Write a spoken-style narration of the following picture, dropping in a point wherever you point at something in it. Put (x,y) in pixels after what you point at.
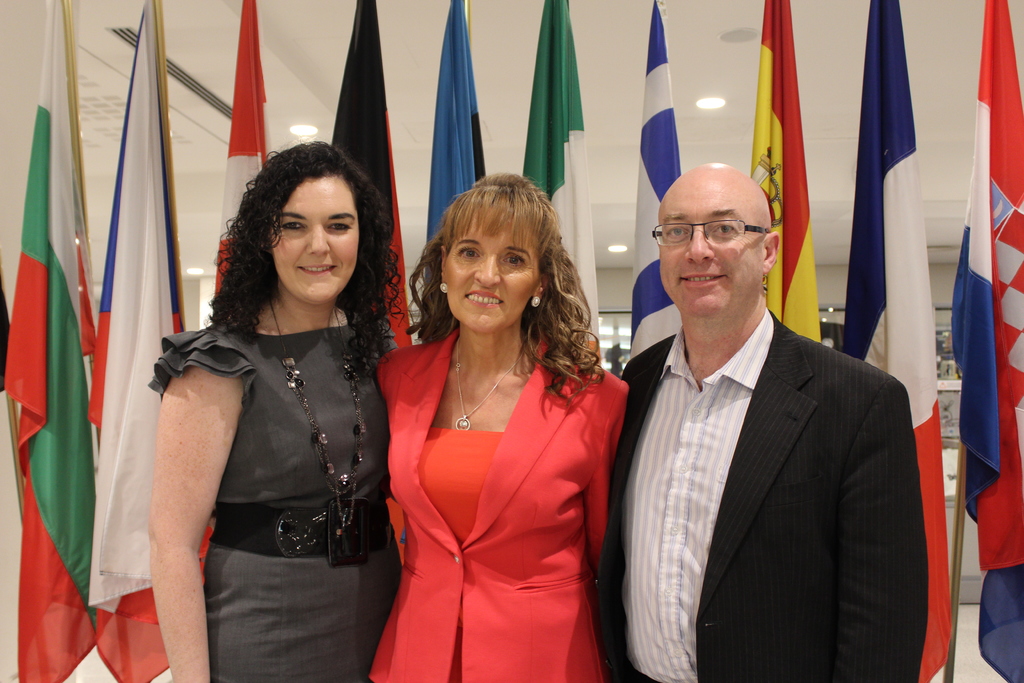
In this image I can see a man (637,368) and two women (375,426) are standing in front (290,270). I can also see smile on their faces (301,276) and in the background (983,420) I can see number of flags (999,99) and lights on ceiling (496,150).
